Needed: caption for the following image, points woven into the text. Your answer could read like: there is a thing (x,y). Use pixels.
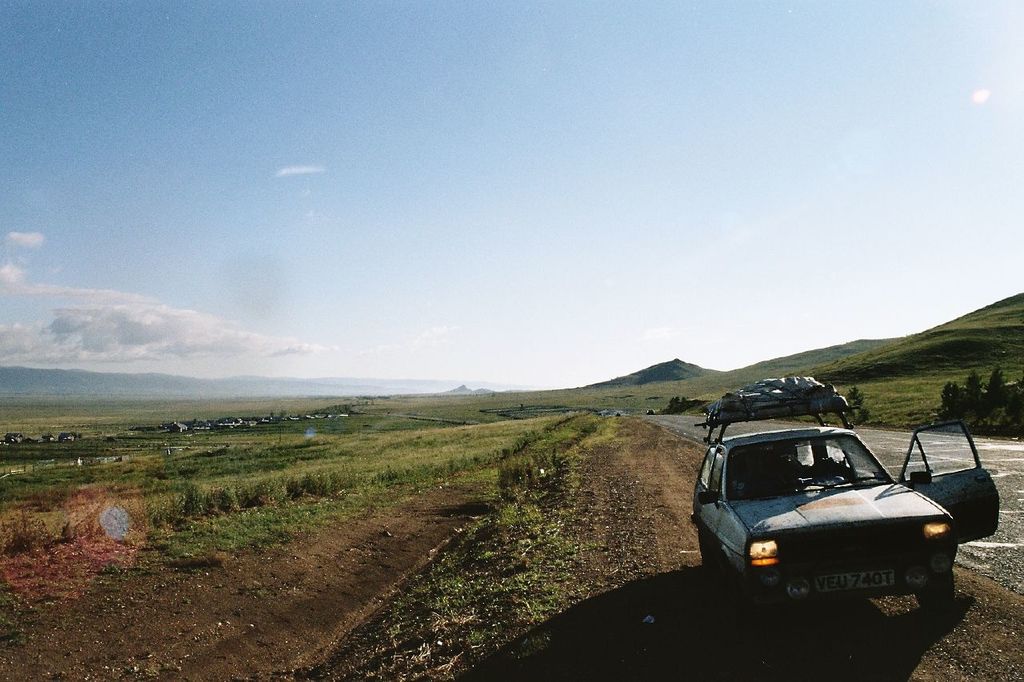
In this image there is a car (795,536), plants (294,480), grass (542,417), trees (967,412), houses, hills (685,390), and in the background (540,309) there is sky (657,219).
